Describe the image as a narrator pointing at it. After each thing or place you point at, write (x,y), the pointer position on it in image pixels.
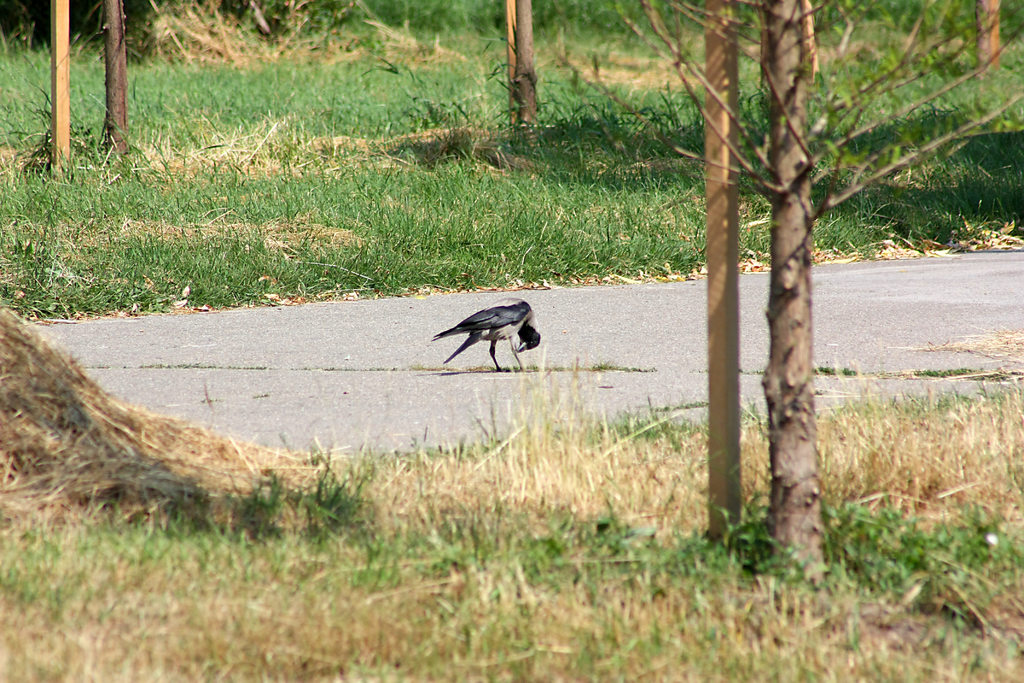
This image is taken outdoors. At the bottom of the image (672,599) there is a ground (397,545) with grass (388,485) on it. In the middle of the image (521,356) there is a road (642,355). There is a bird (511,340) on the road (534,374). There is a tree (787,278) and there is a wooden stick (721,269). In the background (157,146) there is a ground (342,182) with grass (333,167) on it and there are a few trees (118,38) and wooden sticks (510,83).
